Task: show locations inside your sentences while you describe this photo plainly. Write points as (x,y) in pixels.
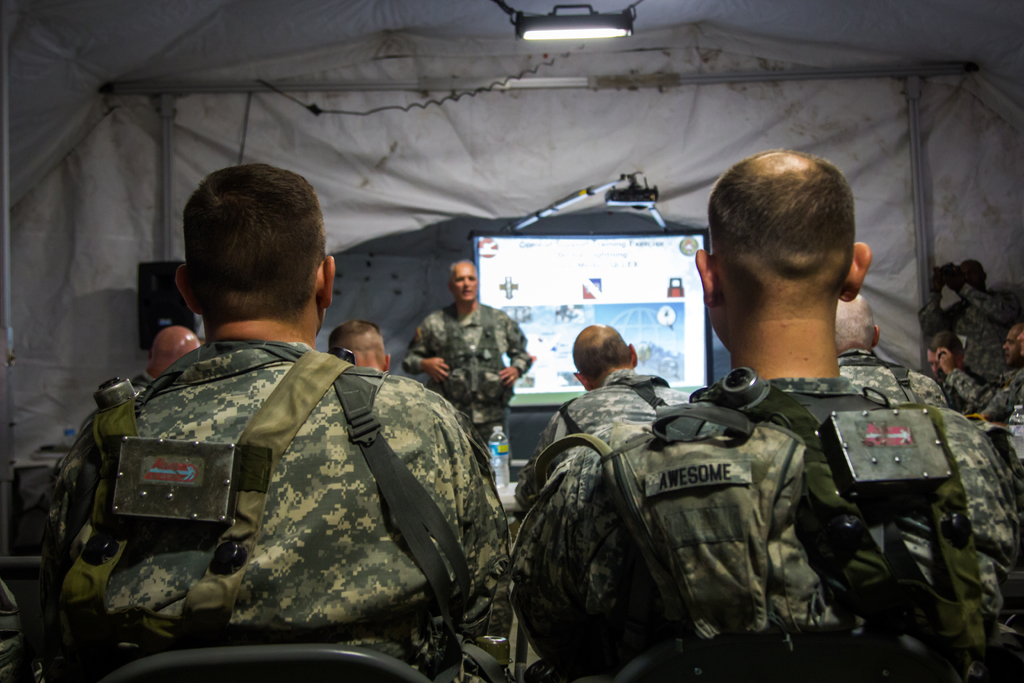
In the image we can see there are people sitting on the chair (187,668) and behind there is a projector screen (637,287). There is a person (510,334) standing and there is a water bottle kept on the table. There is light (562,39) on the top (552,30).
